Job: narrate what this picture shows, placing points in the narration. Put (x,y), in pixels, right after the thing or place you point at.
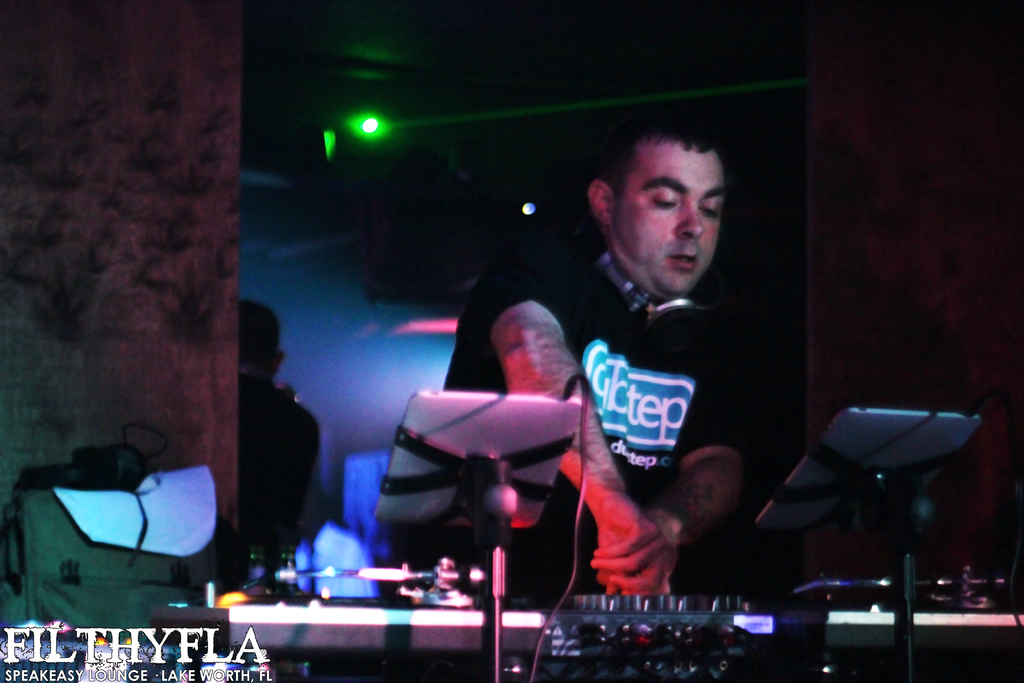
In this picture I can see there is a man (624,301) standing and he is wearing headset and is operating a music mixers (710,624) and in the backdrop (215,364) there is a wall (869,537) and a mirror (311,452).
